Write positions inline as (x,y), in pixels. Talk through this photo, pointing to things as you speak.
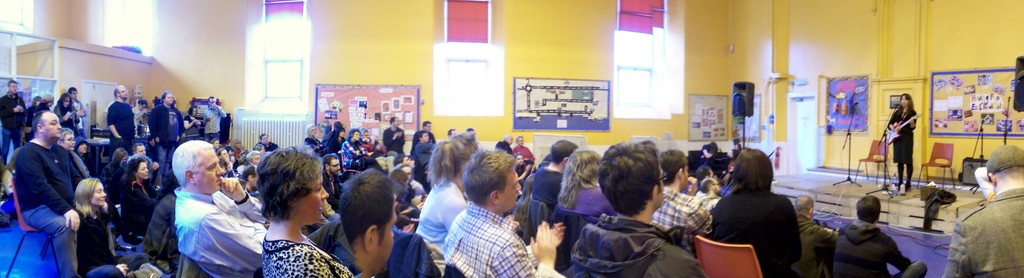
This is an inside view of a hall (237,111). Here I can see a crowd of people (377,208) sitting on the chairs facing towards the right side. On the right side (907,159) there is a woman (907,159) standing on the stage (863,174) and playing a guitar (896,130). At the back of her there are two empty chairs (931,156). On the left side (79,127) few people (72,129) are standing and looking at this woman (904,146). In the background (465,67) there are few windows (617,77) to the wall (592,66) and also I can see many posters (758,119) attached to the wall (706,29). On the stage (819,181) there are two speakers (745,91).
